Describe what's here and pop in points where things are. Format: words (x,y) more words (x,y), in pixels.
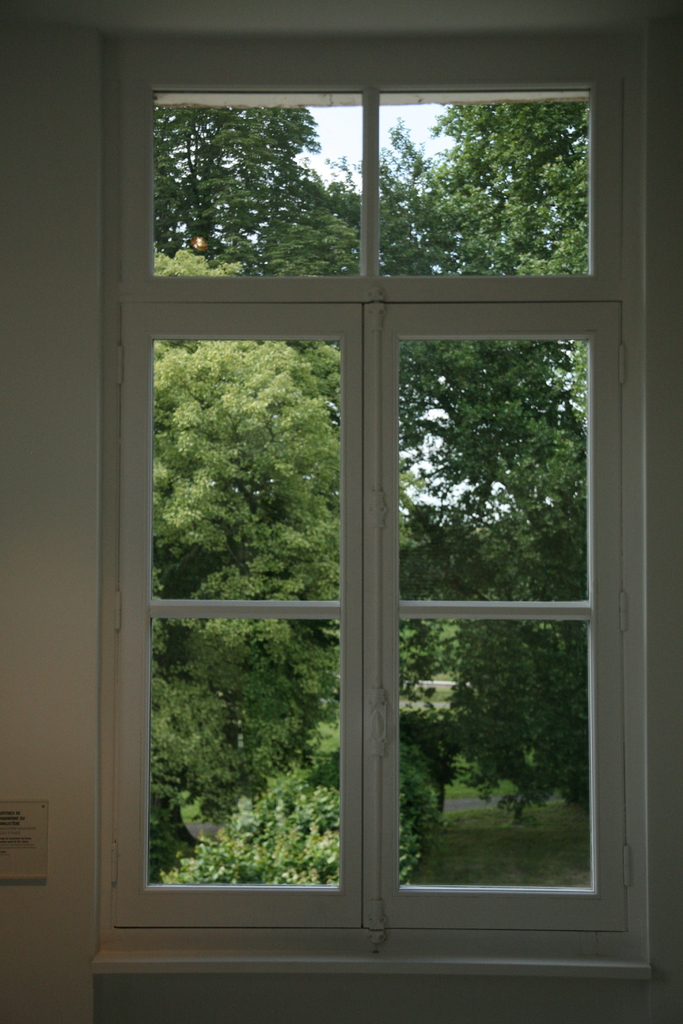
In the image there is a window (124,271) on the wall (1,958) with trees (505,445) behind it on the land (558,804).
